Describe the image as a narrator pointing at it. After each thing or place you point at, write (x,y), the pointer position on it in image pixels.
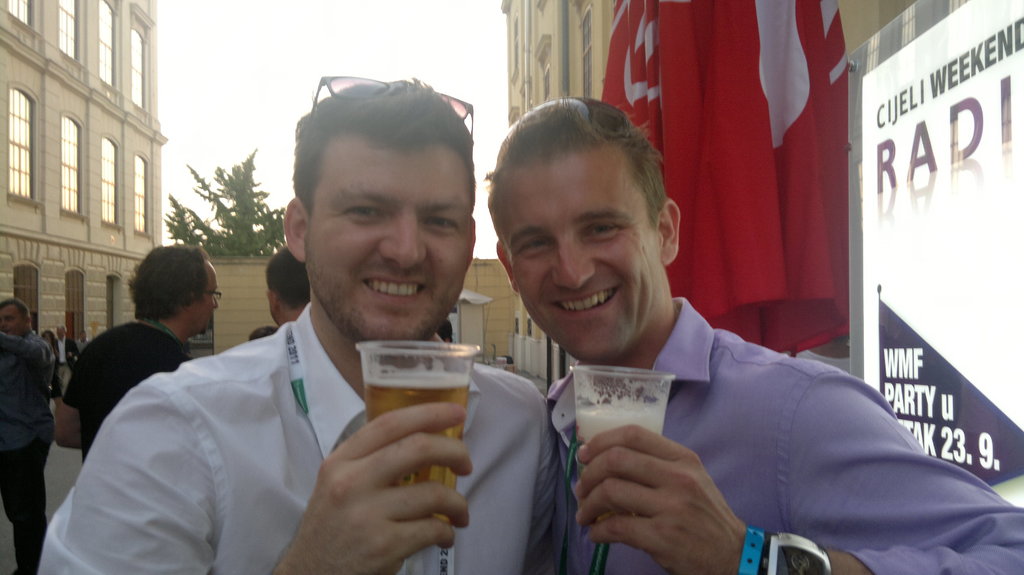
In the middle of the image (650,260) two men (650,260) are standing and smiling and they are holding beer glasses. Behind them there is a banner (996,335). In the middle of the image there is a tree (237,174) and there is a sky (305,19). Top left side of the image (24,165) there is a building (102,150). Bottom left side of the image (89,429) few people (186,301) are standing.
